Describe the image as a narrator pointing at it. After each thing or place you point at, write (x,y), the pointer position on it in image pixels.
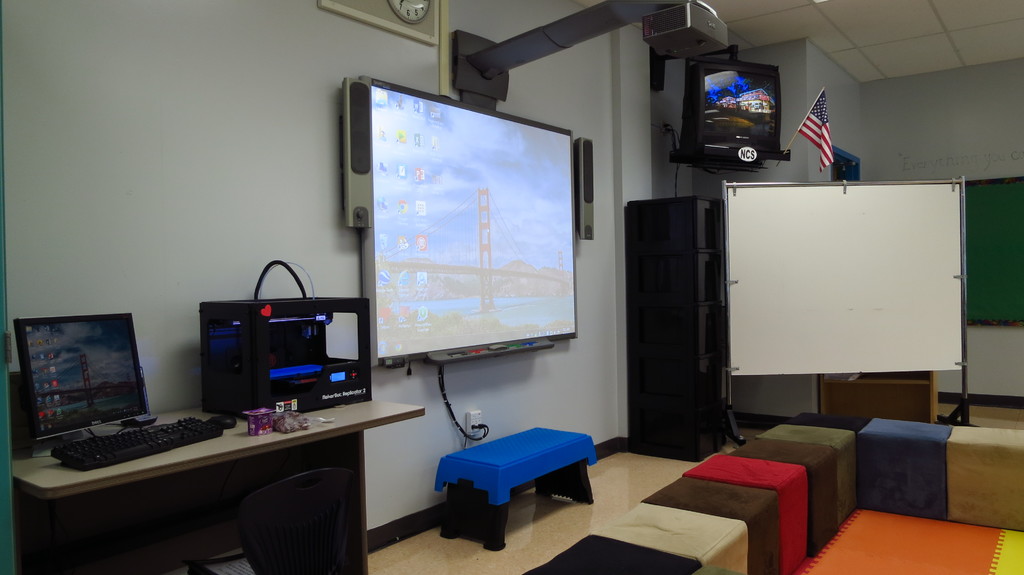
In the image we can see the television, system (81,397), keyboard (106,443), mouse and other electronic device (241,407). Here we can see the stool (558,464), white board (802,305) and the clock (407,11). Here we can see the flag (815,116) of the country, floor (465,547), carpet (857,549) and the wall (66,165).
